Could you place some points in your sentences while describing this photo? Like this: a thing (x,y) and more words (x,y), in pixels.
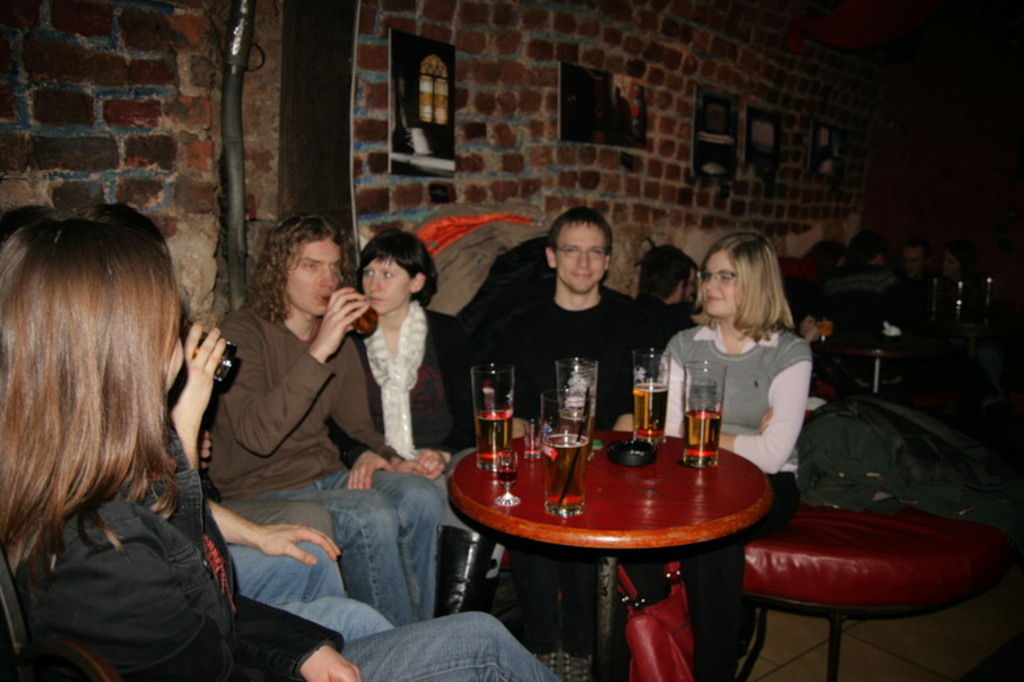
In this image some persons (396,412) are sitting on the chair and the table (635,480) contains there are many glass (550,417), wine glass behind the person (676,429) some posters (828,163) are there and the background (831,177) is very dark.
